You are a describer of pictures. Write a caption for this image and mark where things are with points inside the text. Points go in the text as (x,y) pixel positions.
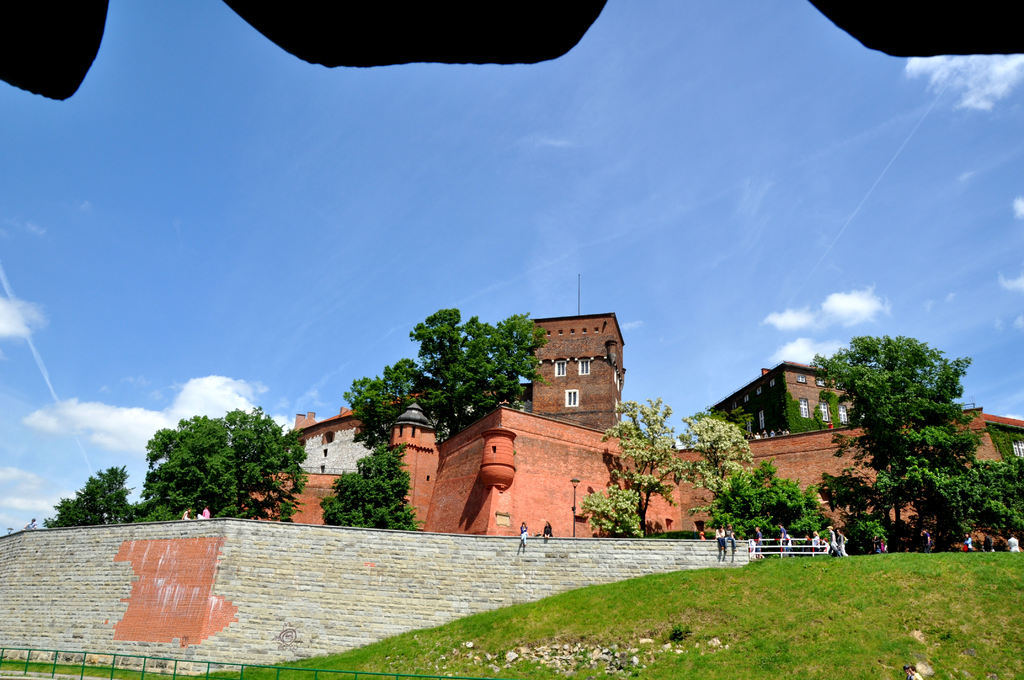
There are grasses (688,590) on the right corner (827,589). In the back (196,585) there is a brick wall (334,584), trees (638,452) and a building (589,390) with windows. Also there are many people (758,530). In the background (253,283) there is sky (267,381) with clouds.
